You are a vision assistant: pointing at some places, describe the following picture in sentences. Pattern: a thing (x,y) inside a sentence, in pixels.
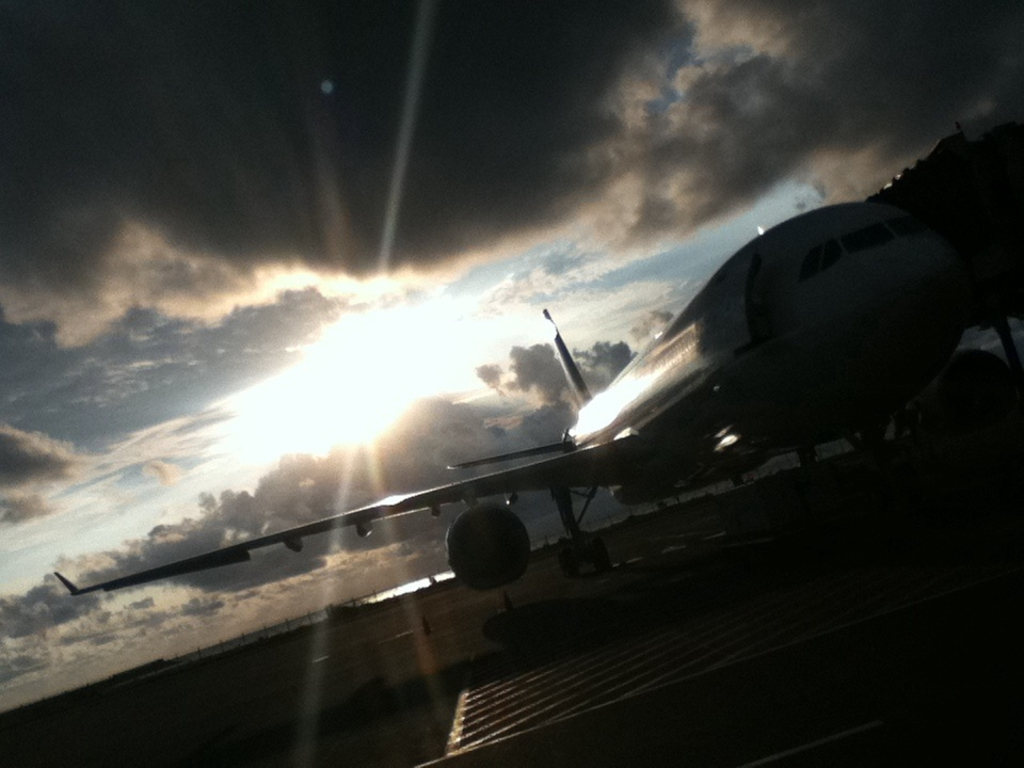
In this image I can see an aircraft (718,404) on the ground (394,669). In the background (370,414), I can see the clouds (551,259) in the sky (397,283).
